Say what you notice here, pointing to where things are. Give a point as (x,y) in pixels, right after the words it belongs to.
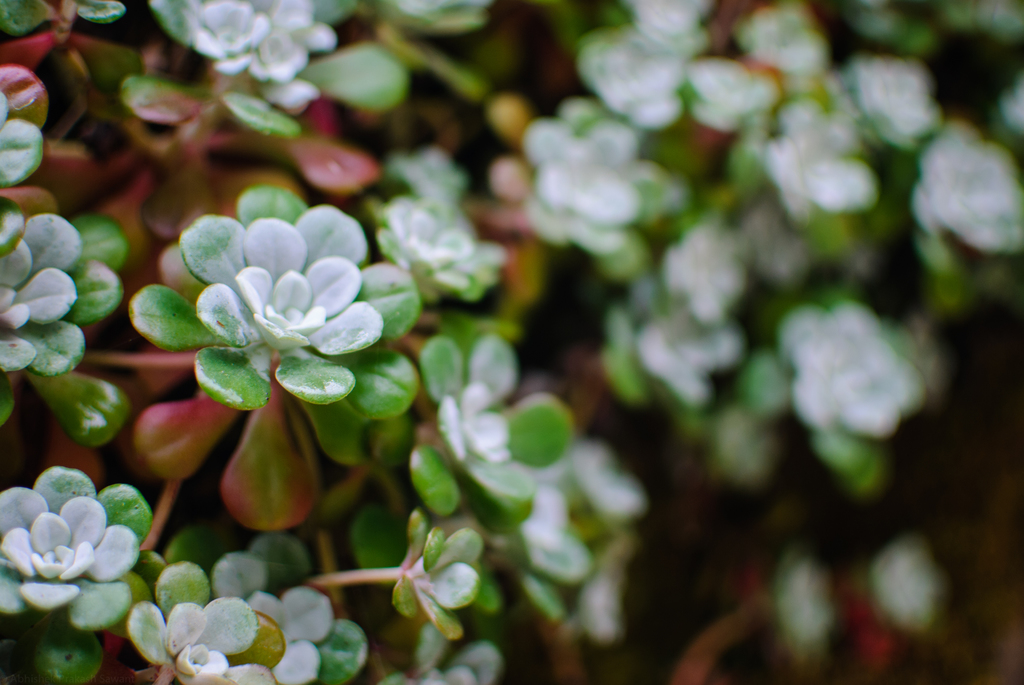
There is a plant (278,320) with white, green and red leaves (299,366). In the background (750,419) it is blurred.
